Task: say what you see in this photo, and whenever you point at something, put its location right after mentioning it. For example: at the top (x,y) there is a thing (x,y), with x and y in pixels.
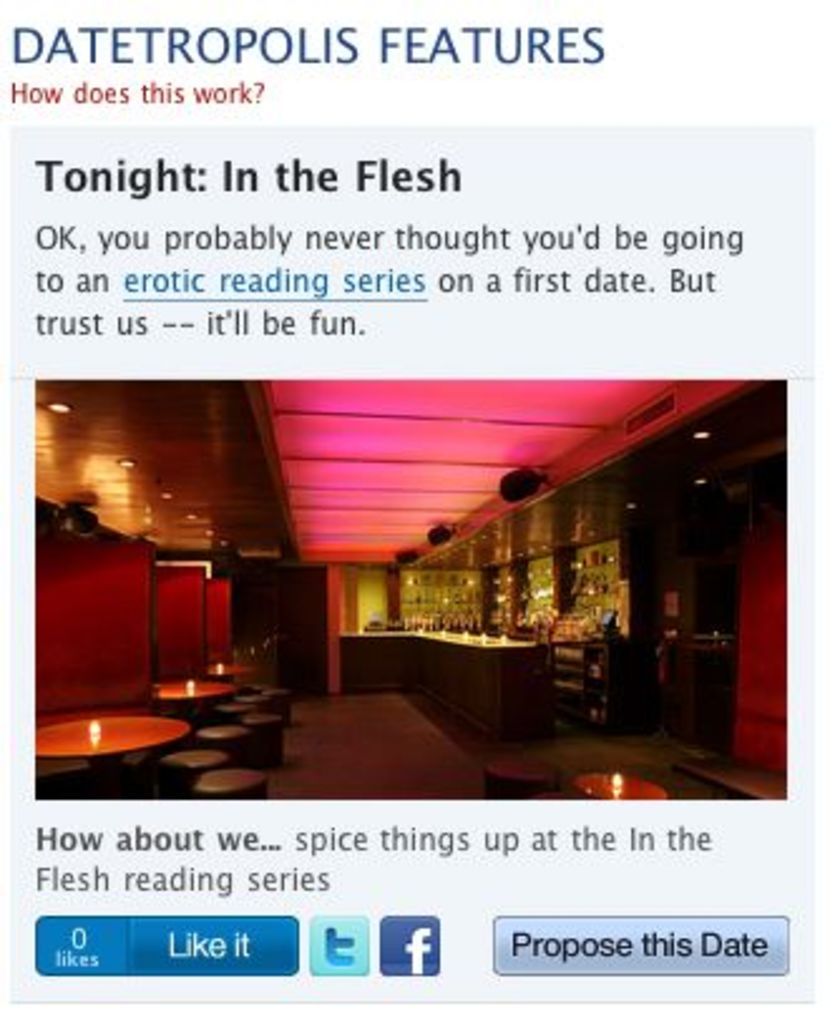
In the middle of the image (430,617) we can see electric lights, candles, objects (470,586) arranged in the cupboards (585,594) and seating stools (261,752). At the top (298,202) and bottom of the image (297,851) we can see text (322,181).
